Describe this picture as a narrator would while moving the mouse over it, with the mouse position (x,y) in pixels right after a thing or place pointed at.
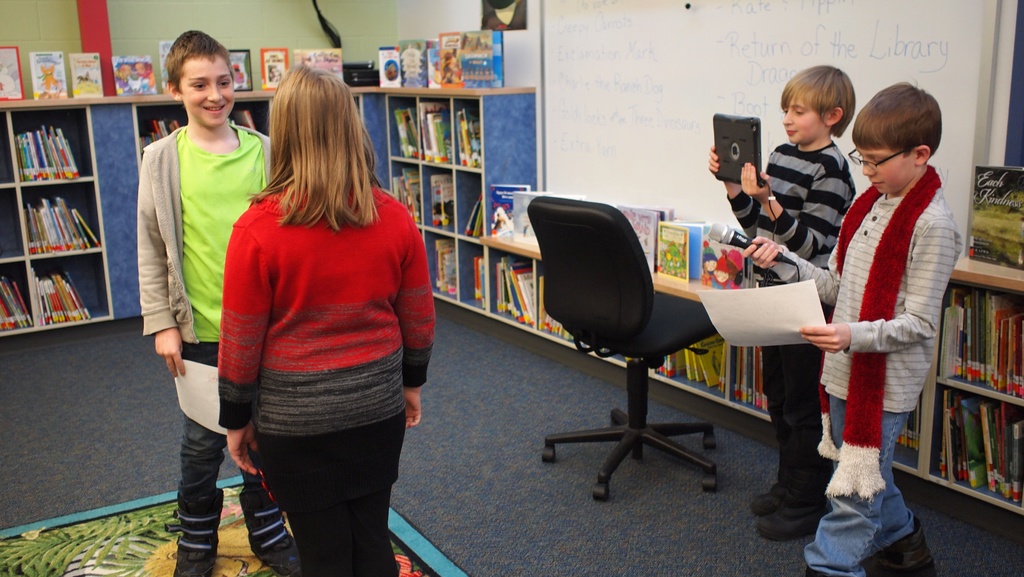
In this picture we can see a chair (612,285) and few people (764,261), on the right side of the image (772,254) we can see two boys (839,205), the left side boy (814,174) is holding a device (723,159) and the right side boy (858,229) is holding a microphone (767,257) and a paper (772,286), in the background (500,224) we can see a board (581,130) and few books (452,66) in the racks (435,248).
